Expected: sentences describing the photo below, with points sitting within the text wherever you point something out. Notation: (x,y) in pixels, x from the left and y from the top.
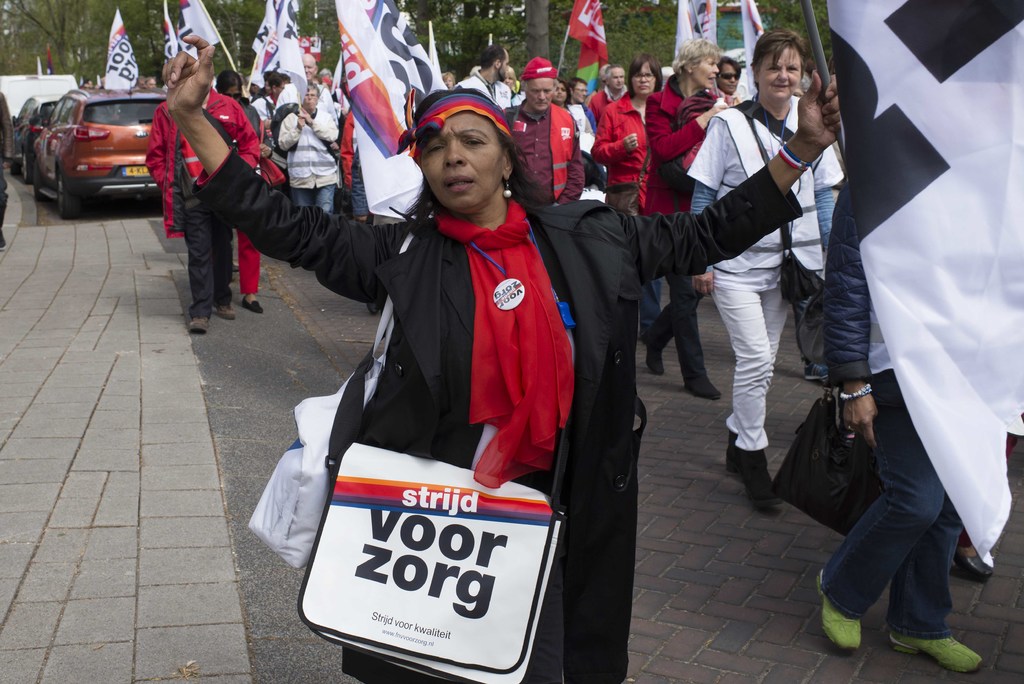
In this picture there is a lady (531,283) in the center of the image (591,292), by raising her hands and there are other people (673,101) those who are standing behind her, by holding flags (588,24) in their hands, it seems to be a march and there are cars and trees (231,45) in the background area of the image (444,33).
